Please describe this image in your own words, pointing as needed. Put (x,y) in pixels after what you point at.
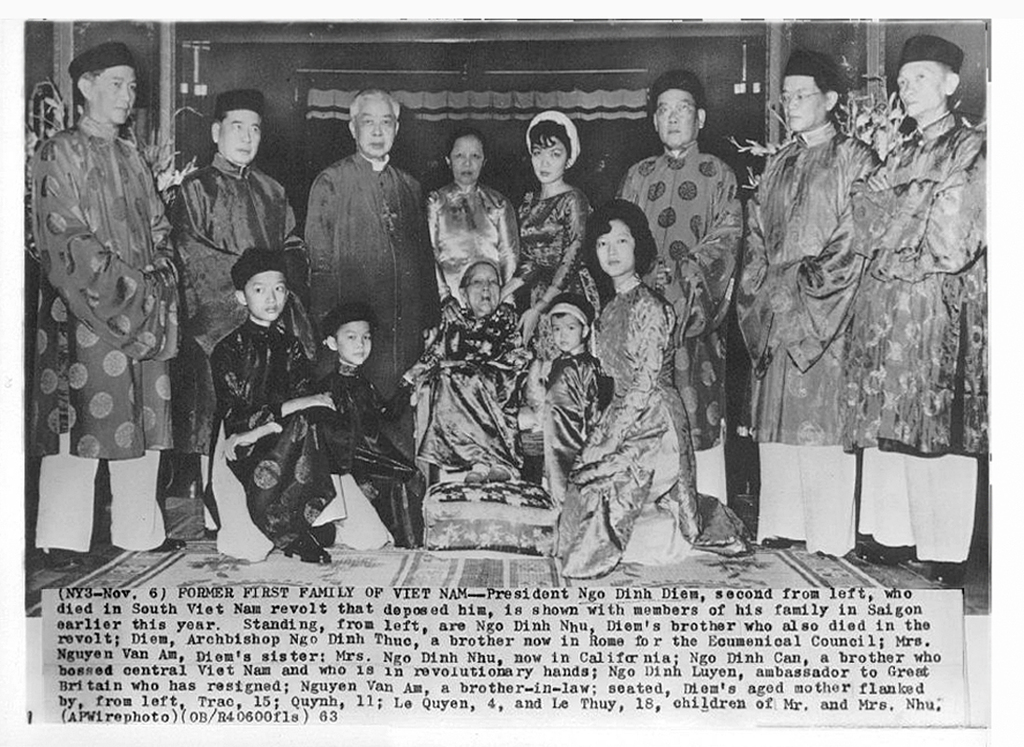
This is a black and white image. In this image there are many people (475,206). Some are wearing caps (558,310). At the bottom of the image (437,639) something is written.
